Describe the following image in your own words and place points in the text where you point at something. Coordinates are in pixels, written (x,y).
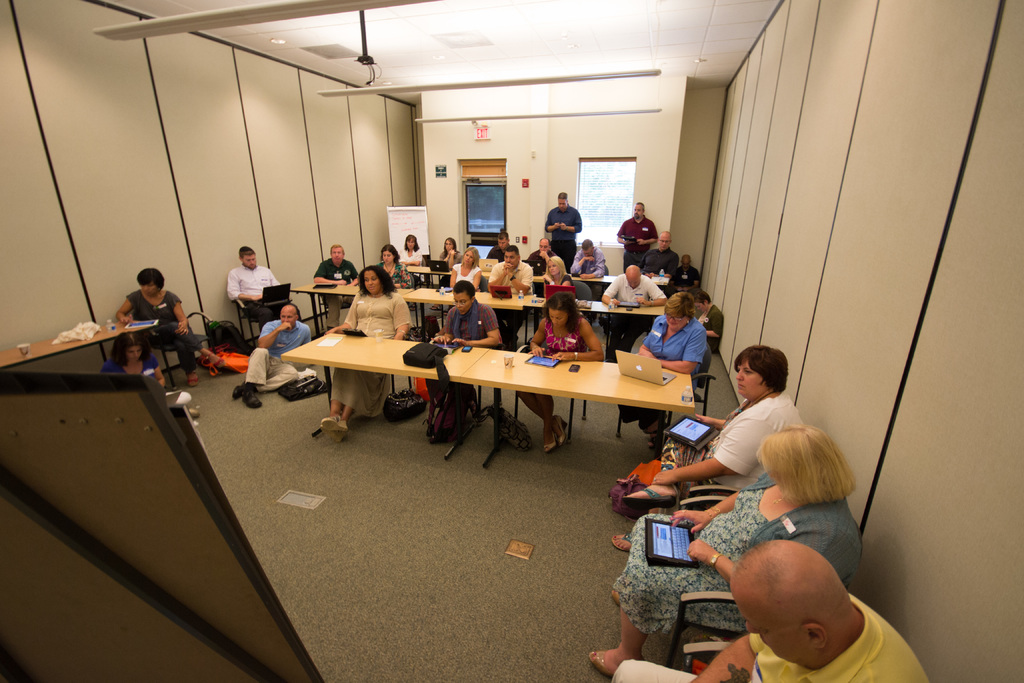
This is a picture taken in a room (223,304), there are a group of people (526,277) sitting on chairs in front of these people (517,257) there are tables (627,392) on the table (662,393) there are laptop (643,361), tabs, bag (435,348), paper (323,338), bottles (518,297), cup (20,352) and cloth (73,336) and a man (272,349) in blue t shirt (270,345) was sitting on floor (257,420) and on floor (392,463) there are bags (414,412). Behind the people (495,275) there is a white board (415,225) and a wall (510,120) and there are ceiling lights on the top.
